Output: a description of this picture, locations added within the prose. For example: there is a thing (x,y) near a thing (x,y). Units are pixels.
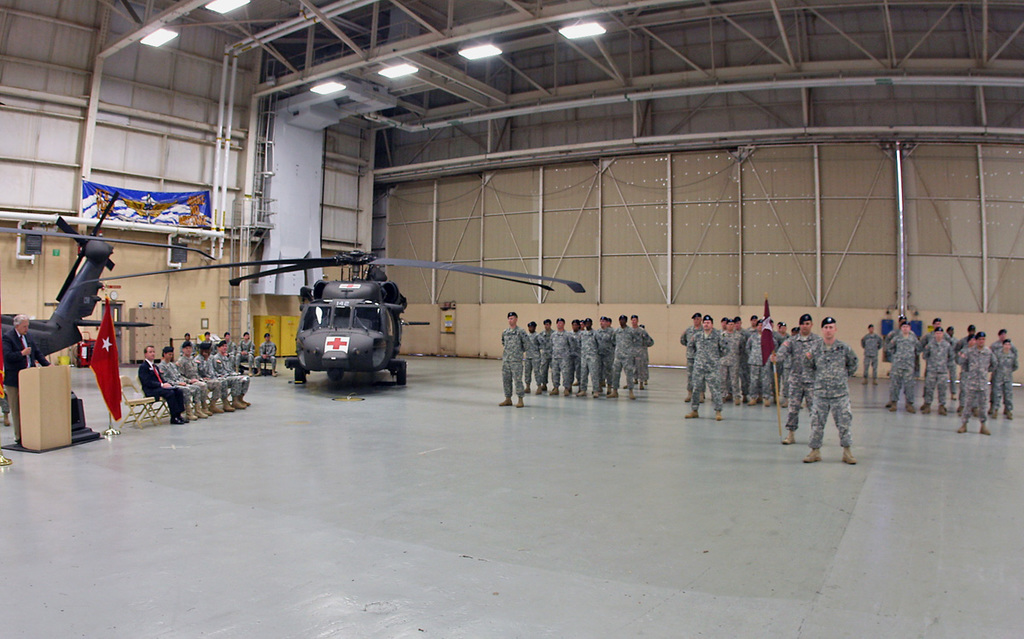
In this image we can see group of persons (761,357) standing on the floor (749,425). On the left side of the image (222,390) we can see person (205,375) sitting on the chairs (139,424), helicopters (57,316), flag (147,205). In the background (582,172) we can see wall (640,212), pillars (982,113) and lights (478,50).
